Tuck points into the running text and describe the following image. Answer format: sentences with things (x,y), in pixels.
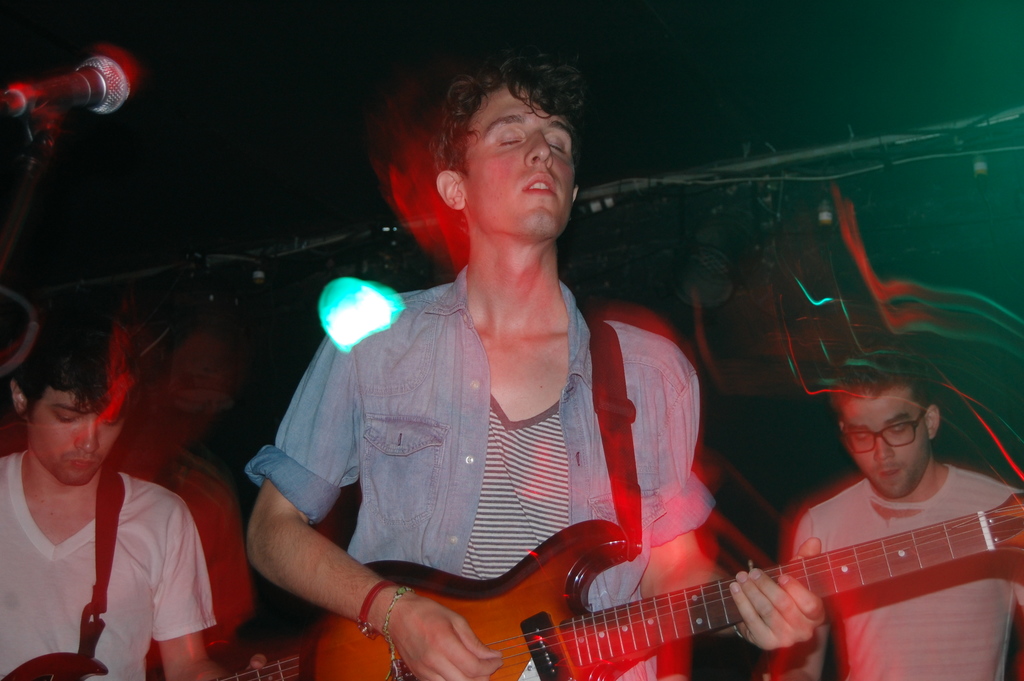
In this picture we can see a three men (468,455) where two are holding guitars (641,612) in their hands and playing and other worn spectacle (901,446) and in front of them we have mic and in background (732,181) we can see pipes (939,132), wires (792,152) and it is dark.
